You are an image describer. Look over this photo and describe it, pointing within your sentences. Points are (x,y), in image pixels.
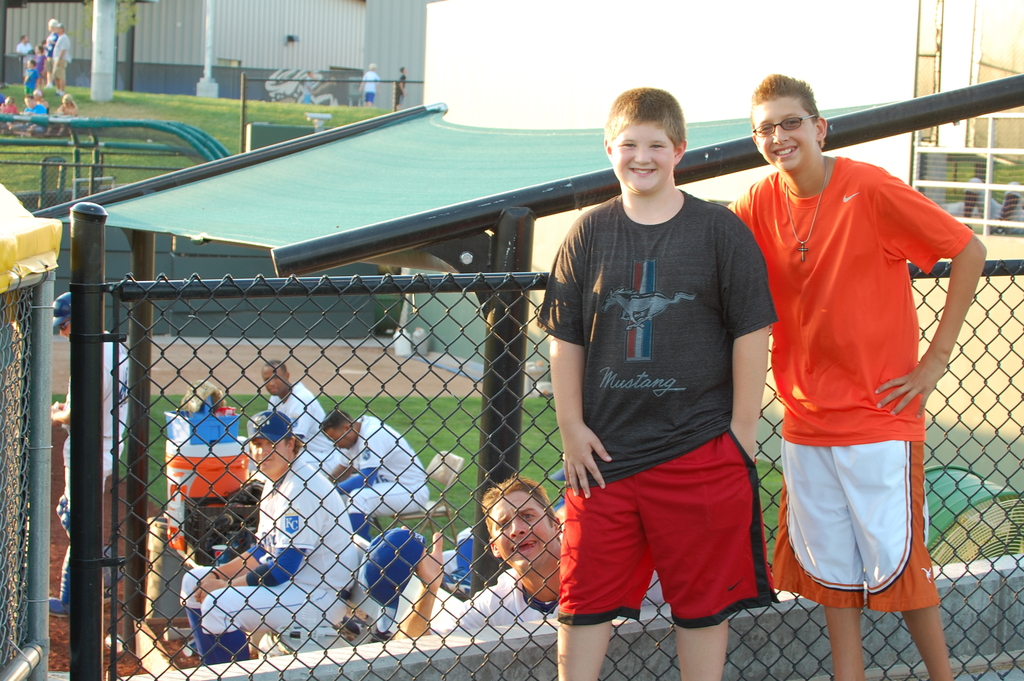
In this image in the foreground (709,295) there are two boys (760,289) standing, and in the background (305,397) there is a net (1001,434) and some persons (279,424) are sitting and also we could see some baskets (200,412), poles (303,281), roof (314,209) and some persons (27,73) standing, grass (197,102), buildings (185,81), net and some objects (990,521).
